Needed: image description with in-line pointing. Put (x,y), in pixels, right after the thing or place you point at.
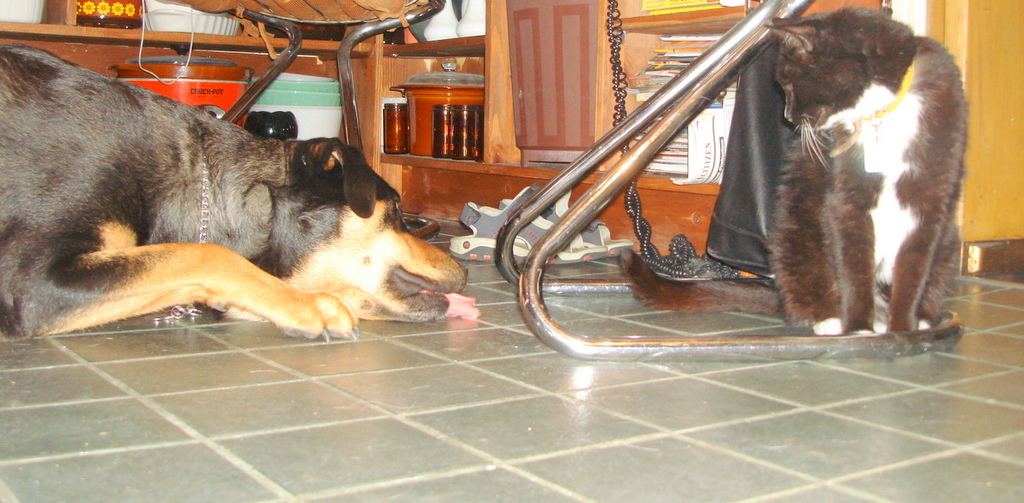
In this picture we can see a dog (281,214) lying on the floor (335,383). We can see this dog (446,267) licking the floor (452,330). There is a cat (797,162) visible on the right side (923,125). We can see a few rods (579,215), wire (637,215) and footwear (568,247) on the floor (698,328). There are a few books (705,6), kitchen vessels (444,135) and other objects (521,43) are visible on the shelves (251,55) in the background (479,102).
